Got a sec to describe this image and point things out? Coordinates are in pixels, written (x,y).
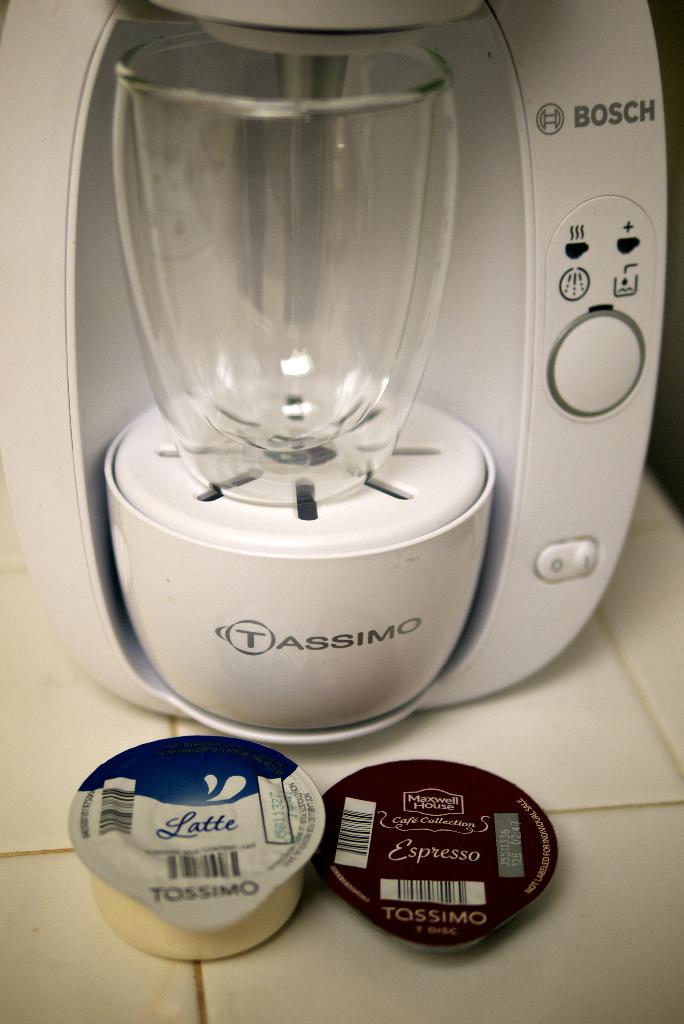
In the image I can see a white color machine (522,422) which has buttons (570,404) and some other objects (211,364) attached to it. I can also see cups (285,906) on surface (22,782).
